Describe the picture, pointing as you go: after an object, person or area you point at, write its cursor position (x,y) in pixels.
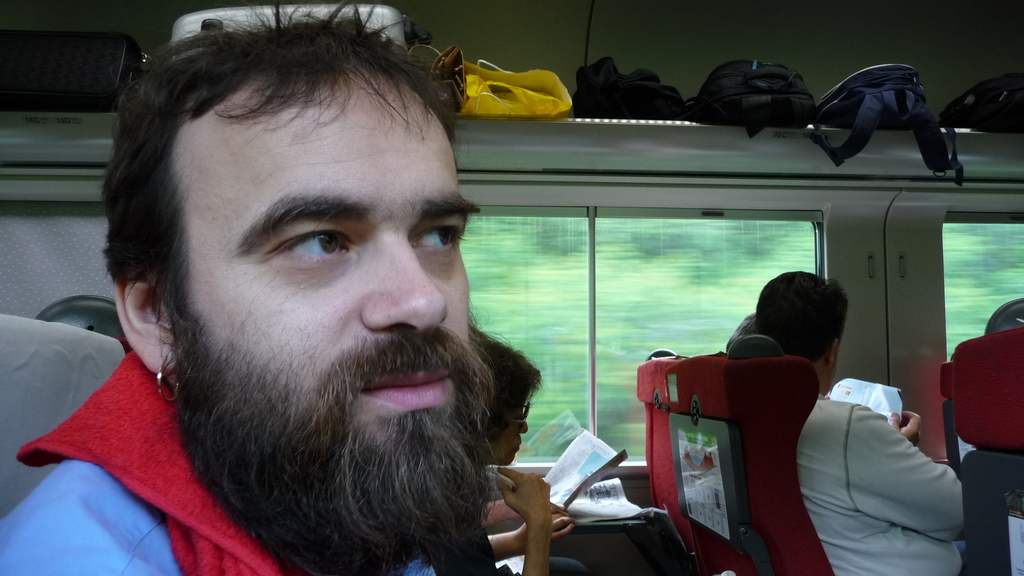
This picture taken in a vehicle (46,325), in this image there are group of people (949,515) who are sitting and they are holding books (556,479) and reading. And at the top (919,115) there are some bags (621,111), and in the center (600,294) there are glass windows (664,278) through the windows (578,297) we could see some trees (649,286).
